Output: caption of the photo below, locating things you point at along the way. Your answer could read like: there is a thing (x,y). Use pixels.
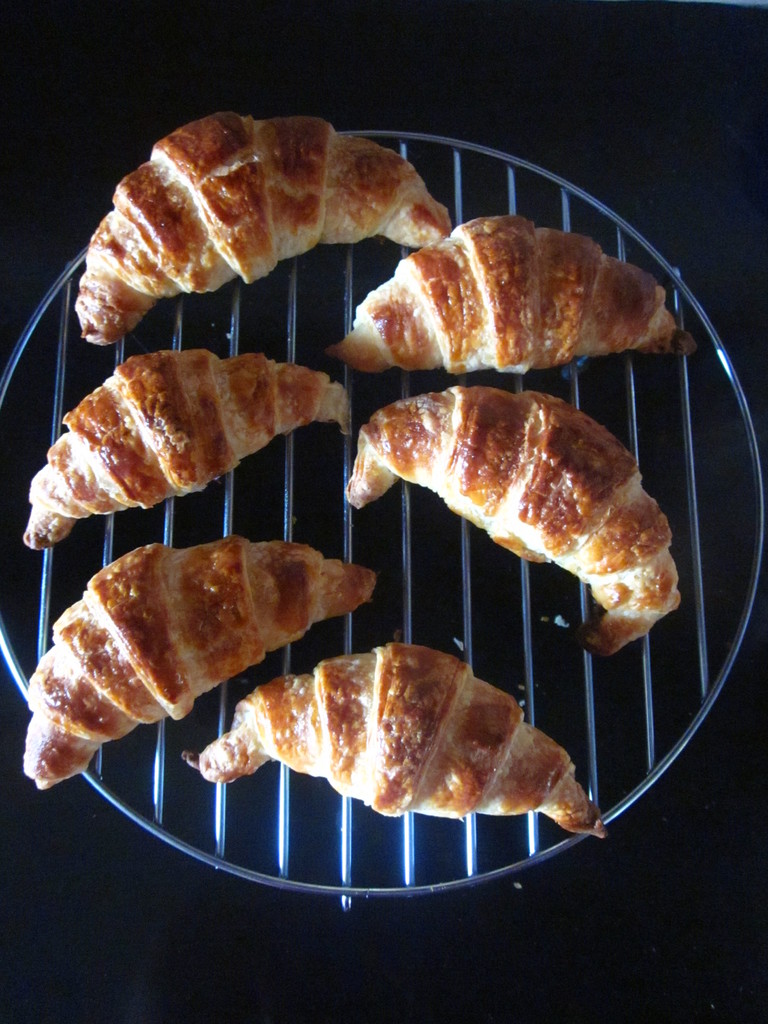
In this image I can see food (407,336) on the barbecue grill (587,700) and the background (505,650) is black.
